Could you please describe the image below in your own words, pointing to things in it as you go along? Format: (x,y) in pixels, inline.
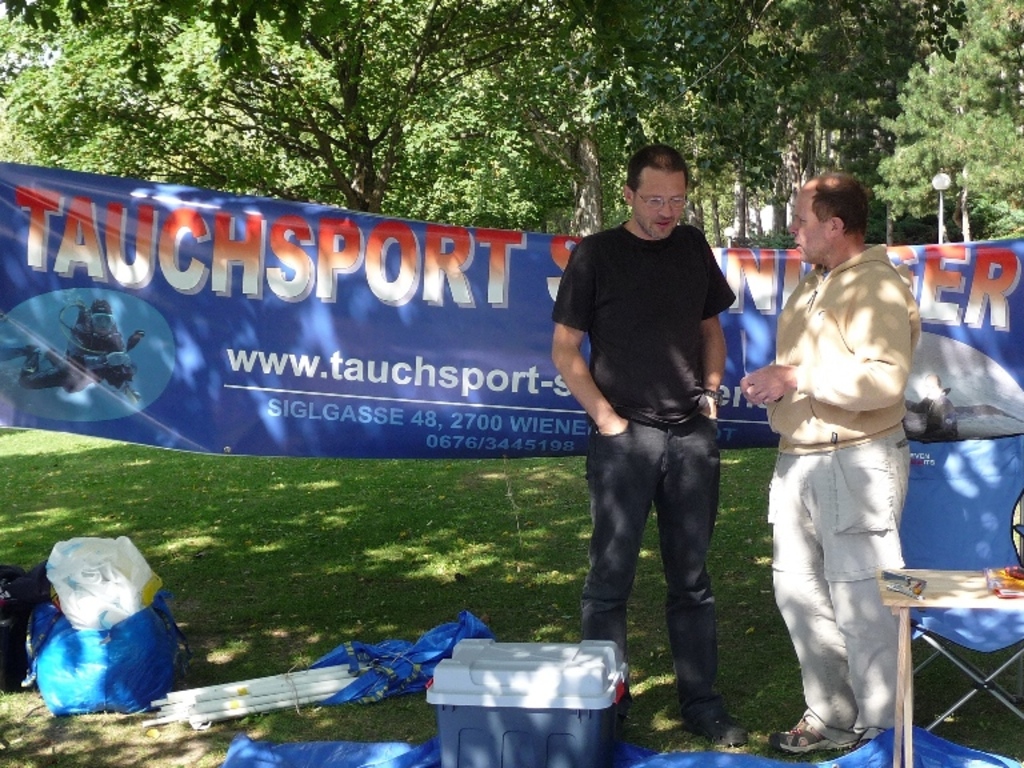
In this image, there are a few people (693,707). We can see the ground (767,693) with grass (767,693) and some objects (698,763). We can also see a table (908,751) with some objects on the right (895,764). We can see a poster (179,303) with some text (400,306) and images (27,325). We can see a few trees (906,85).
